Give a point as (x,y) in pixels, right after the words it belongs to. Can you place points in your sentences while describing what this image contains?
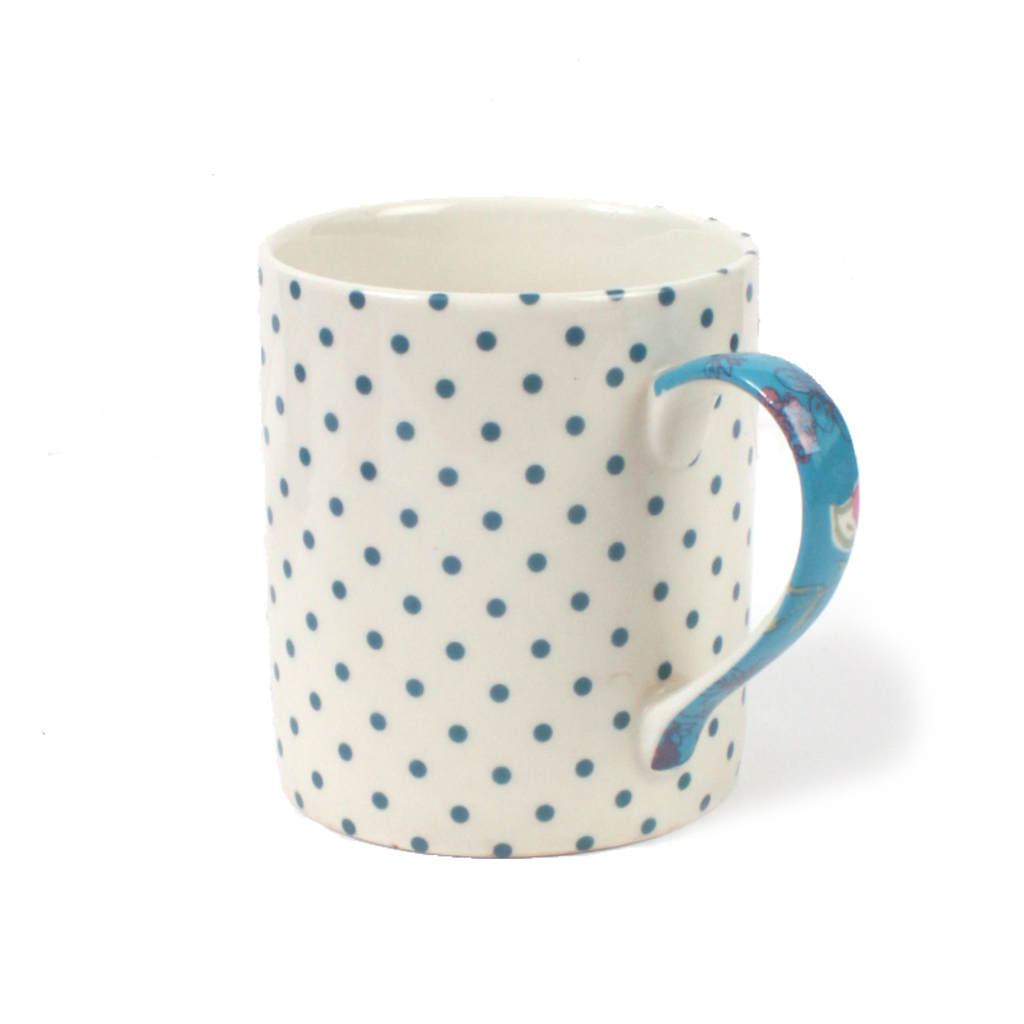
In this image there is a cup (488,481). On the cup (488,469) there are dots (692,616).
